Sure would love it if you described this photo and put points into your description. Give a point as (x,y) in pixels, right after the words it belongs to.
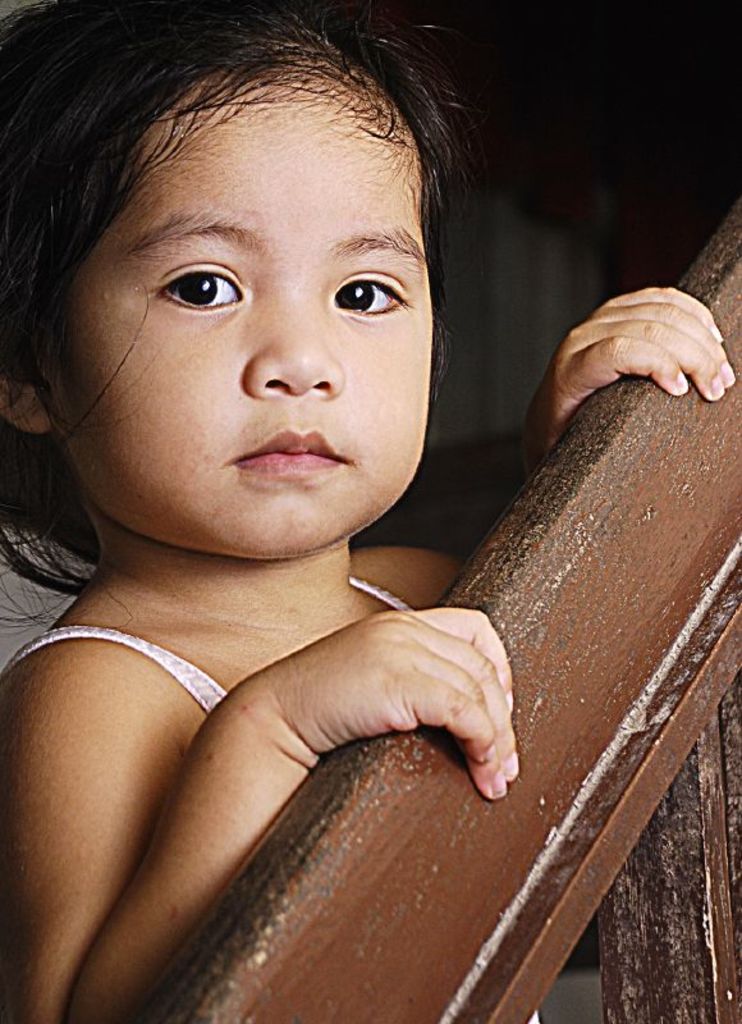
In this image I can see a girl (198,421) standing. On the right side of the image (680,464) there is a railing (691,500).
